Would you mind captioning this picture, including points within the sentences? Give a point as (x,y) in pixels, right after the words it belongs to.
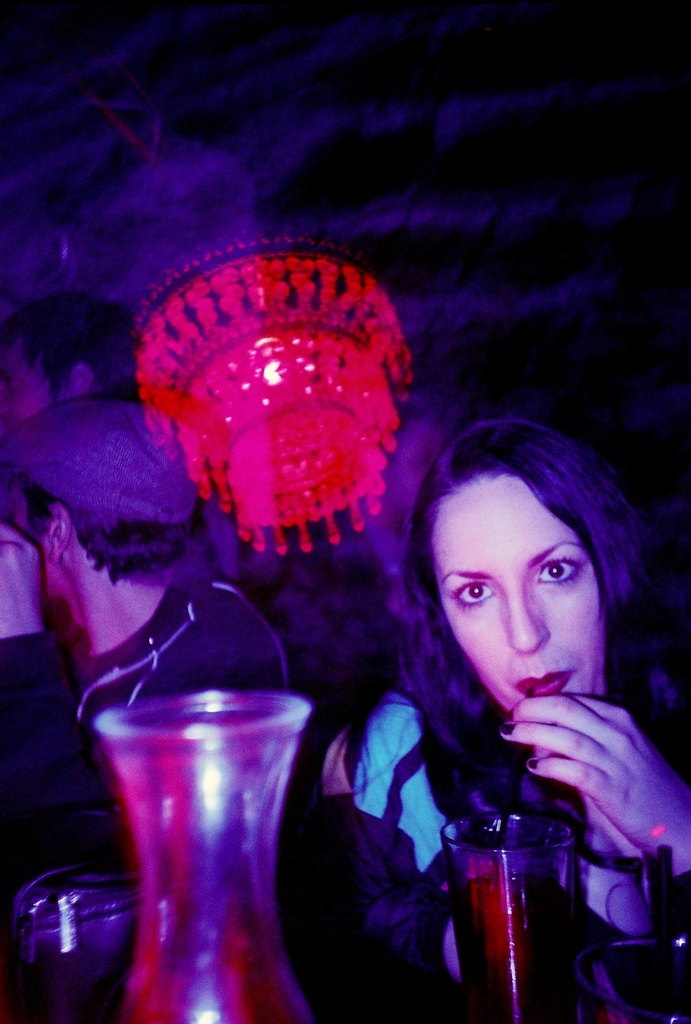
This is an image clicked in the dark. On the right side (555,811), I can see a woman (531,623) holding a glass (498,888) and straw (512,797) in the hands (603,800) and looking at the picture. On the left side (73,677), I can see another person (64,677). The background is in black color. At the bottom (216,922) I can see a glass (173,911).
